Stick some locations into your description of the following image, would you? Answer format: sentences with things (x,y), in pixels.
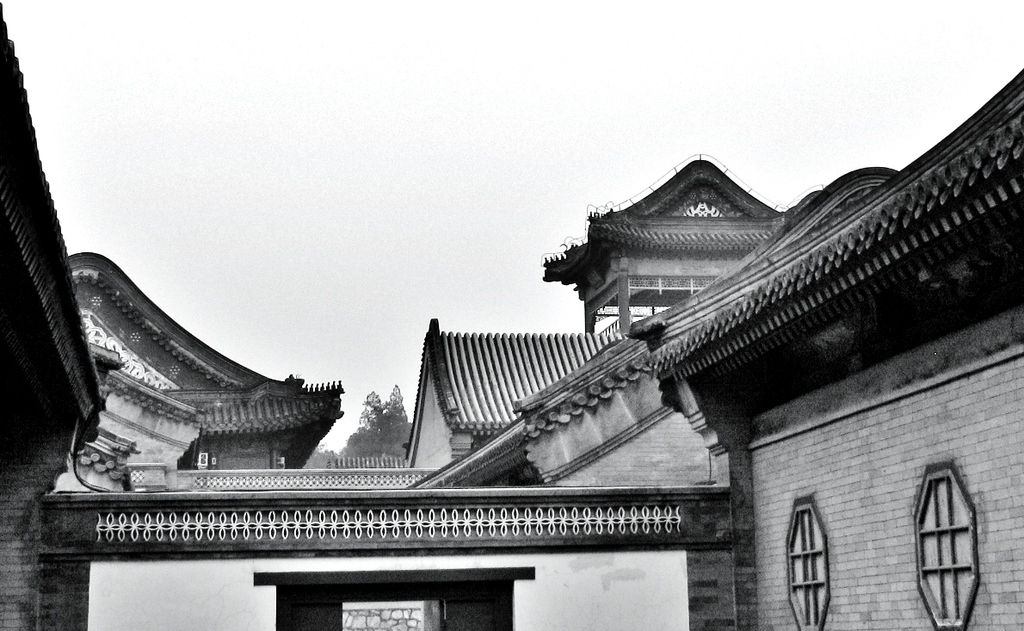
In this image I can see few buildings (423,411), background (588,177) I can see trees (388,412) and the sky (409,225) and the image is in black and white.
